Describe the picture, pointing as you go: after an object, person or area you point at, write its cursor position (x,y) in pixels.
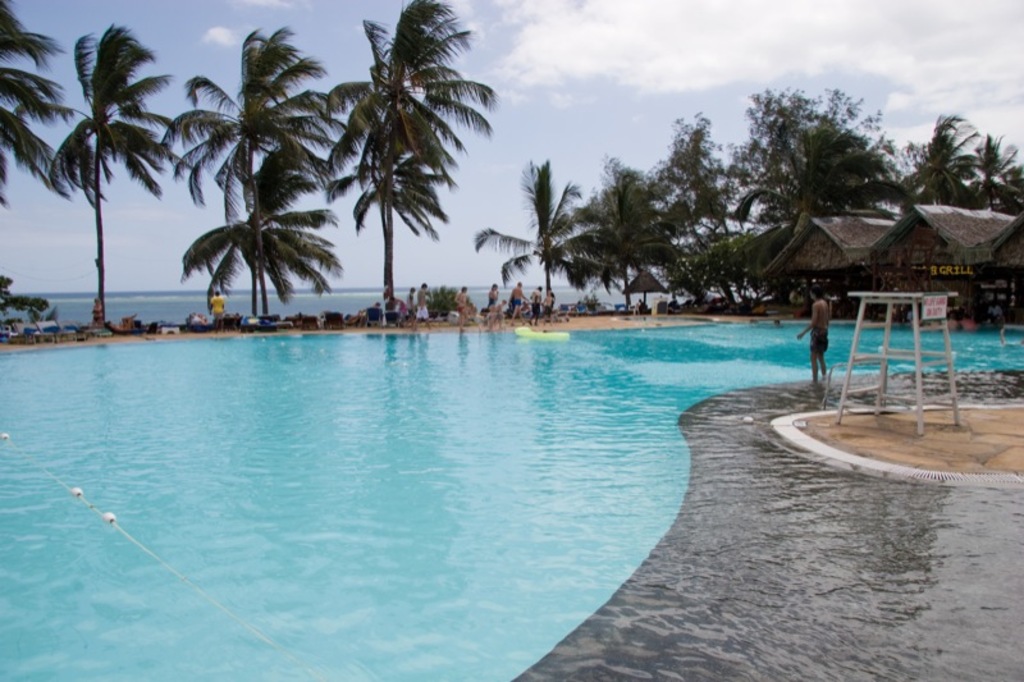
In the image we can see there are many people (538,298) around. This is a swimming pool (461,502), trees (746,215), hut (893,257), water (624,367) and a cloudy sky (550,109). This is an object (898,354).
